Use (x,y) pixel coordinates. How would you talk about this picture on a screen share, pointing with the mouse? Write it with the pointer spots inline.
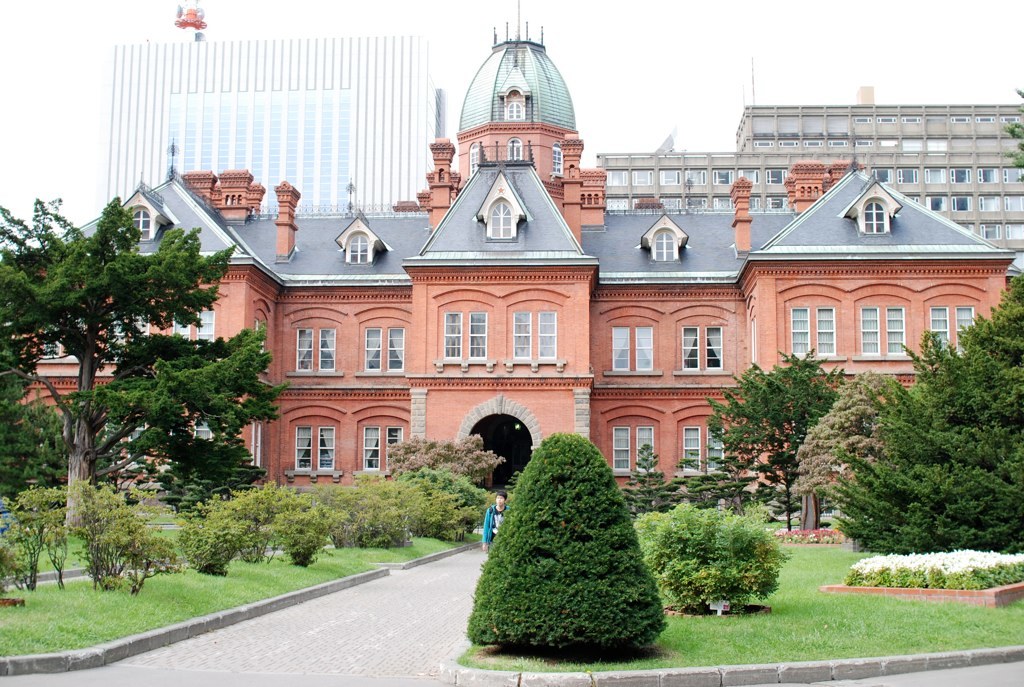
In the center of the image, we can see a man (487,532) on the road (377,643) and in the background (431,208), there are buildings (500,232), trees (756,393) and plants (523,511).
